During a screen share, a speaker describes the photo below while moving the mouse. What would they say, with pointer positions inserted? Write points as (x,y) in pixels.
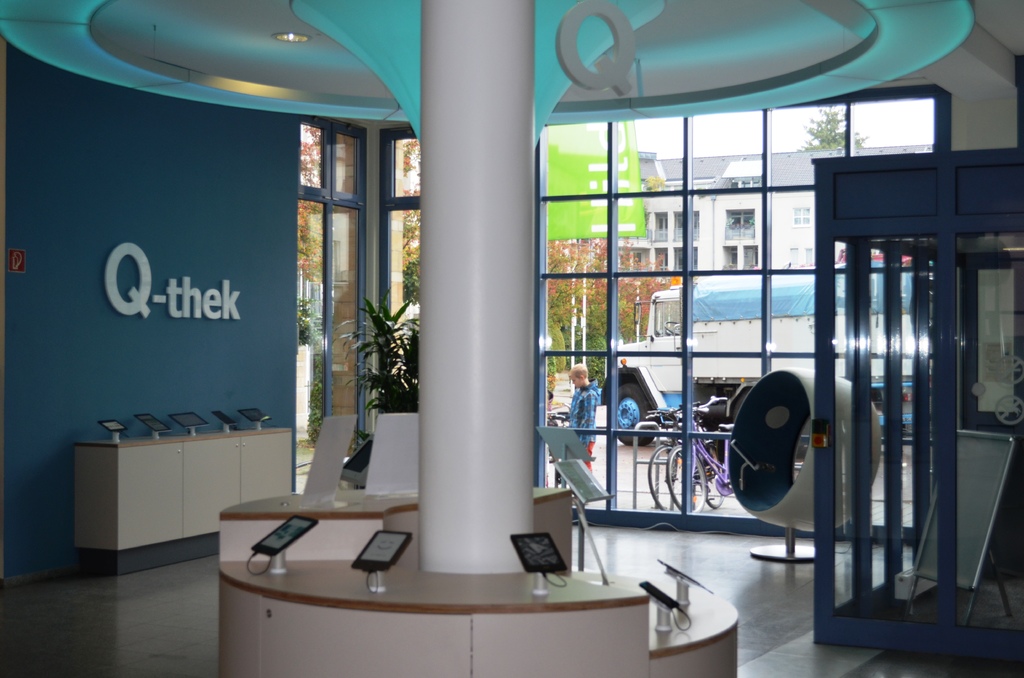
In this picture we can see a pillar (435,519) and some objects (394,544) on the cabinets (311,585) and on the pillar (467,425), it looks like a chair (772,464), board (998,465) and some objects (116,421). On the left side of the pillar (448,293) there is a wall (185,349) with a name board (176,308). Behind the pillar (445,363) there is a houseplant (399,347) and glass windows (603,242). Through the windows (577,301) we can see the bicycles (673,412), a person (592,420), a vehicle (631,419) on the path (602,442). Behind the vehicles (652,339) there are trees (561,304), buildings (781,202) and the sky (751,133).
